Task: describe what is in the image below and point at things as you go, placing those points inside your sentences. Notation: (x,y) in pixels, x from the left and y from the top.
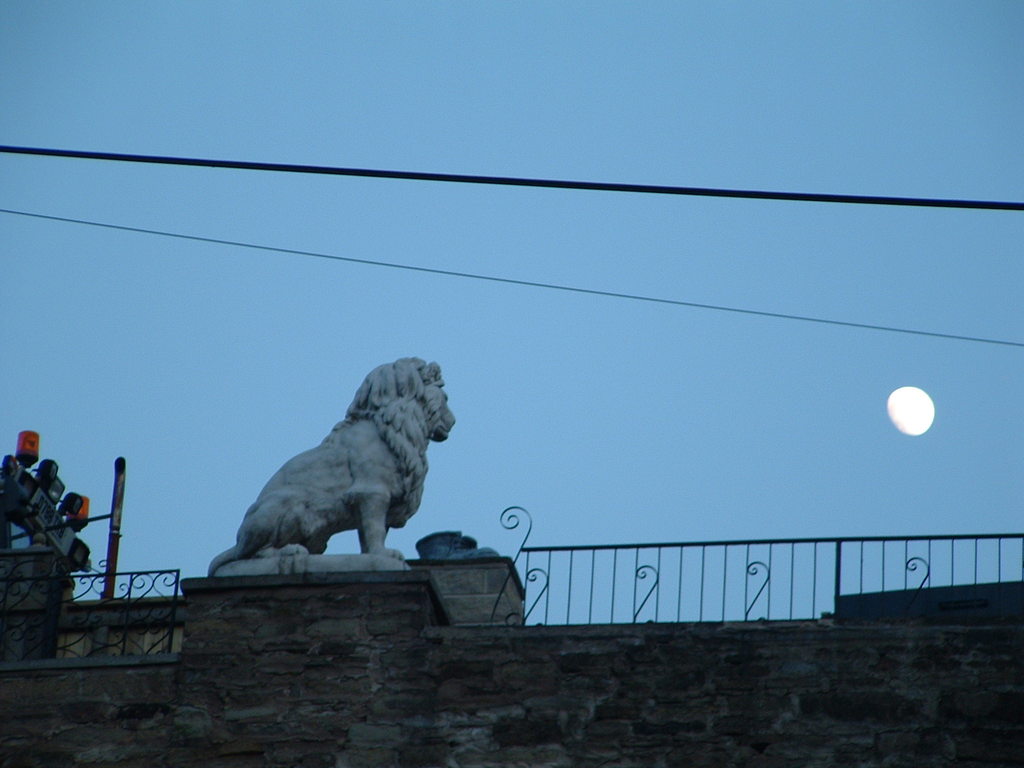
In this image we can see a wall (496,624). On the wall (399,580) there is a sculpture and fencing (815,600). In the sky (578,571) we can see the moon (906,405). On the left side (13,467), we can see few objects (62,537).
